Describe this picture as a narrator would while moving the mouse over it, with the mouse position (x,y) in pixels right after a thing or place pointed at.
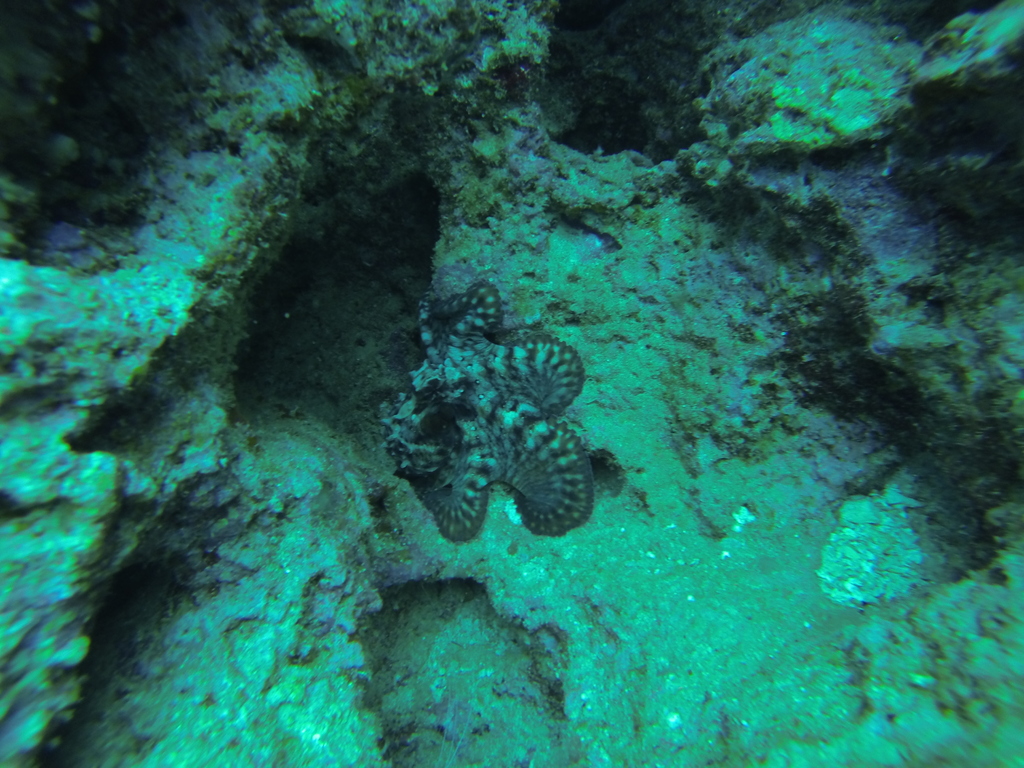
This image is taken under the water (423,408). There is an octopus (476,440). At the bottom of the image (364,521) there are stones (611,215).
